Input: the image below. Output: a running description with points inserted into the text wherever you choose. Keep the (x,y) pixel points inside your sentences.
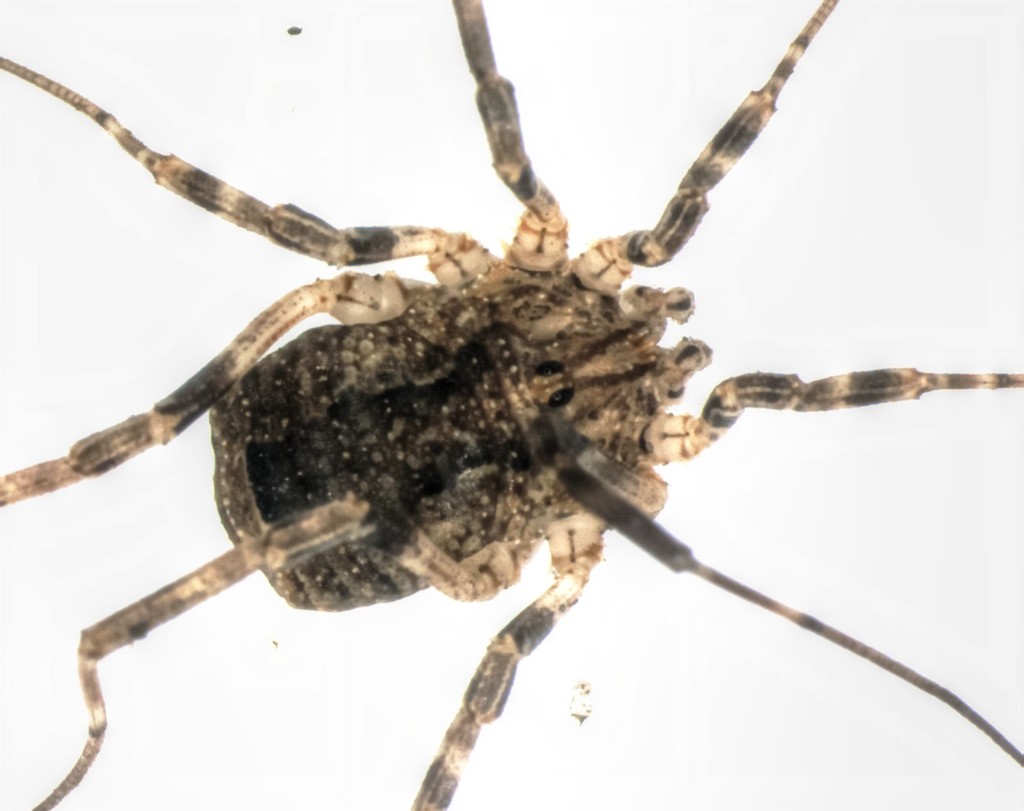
The picture is looking like an edited image. In the picture we can see a spider (575,454).
